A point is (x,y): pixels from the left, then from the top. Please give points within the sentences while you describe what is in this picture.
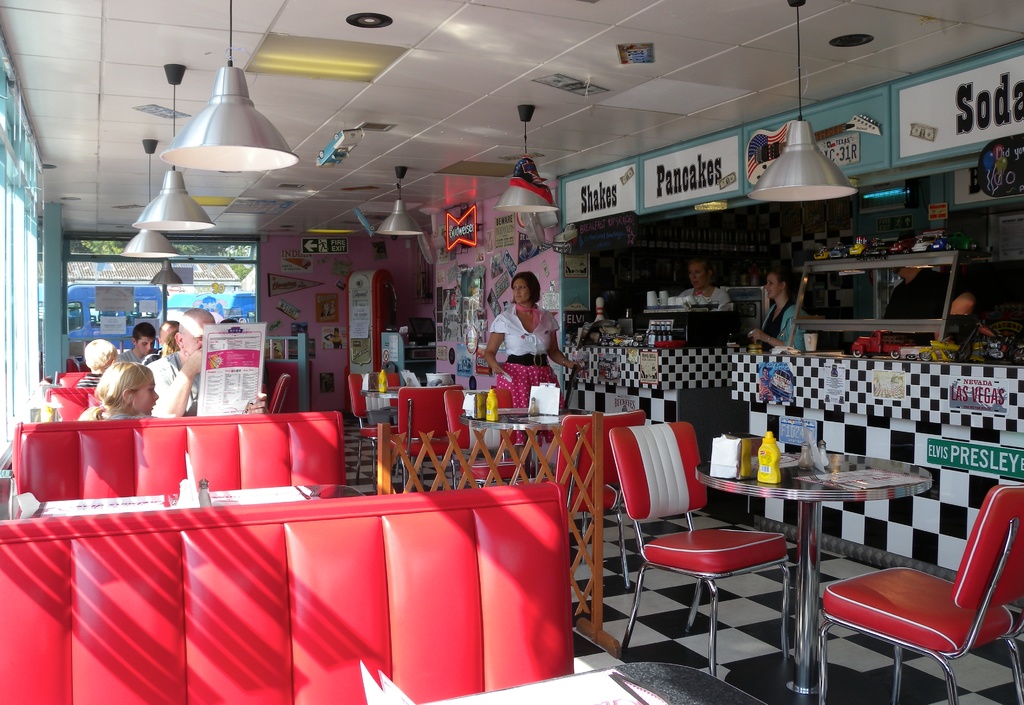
A cafeteria (24,257) where we can see the sofas (262,460) and the tables (776,485) and chairs (620,453) where people (159,406) are sitting and we can see some different sections (582,176) like soda (987,125), shakes (579,192) and pan cakes (689,167) and a lady (518,277) in front of the cabin (798,251) and also some lamps (252,155).
